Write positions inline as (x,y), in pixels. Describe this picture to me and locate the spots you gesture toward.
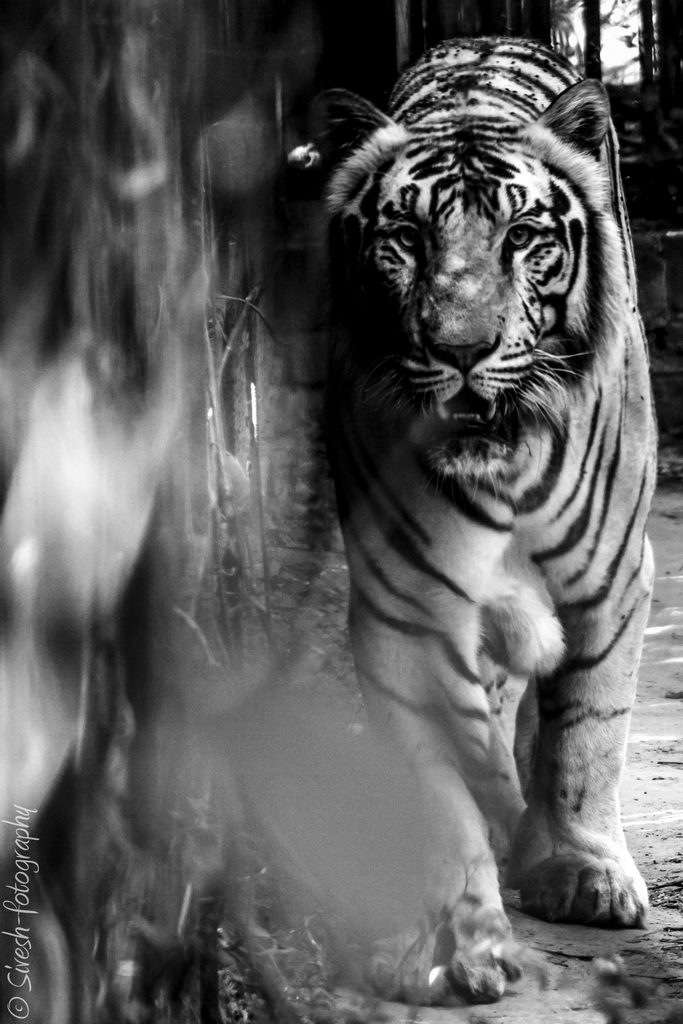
In this picture I can see there is a tiger (543,723) walking here and there is a wall (271,361).
